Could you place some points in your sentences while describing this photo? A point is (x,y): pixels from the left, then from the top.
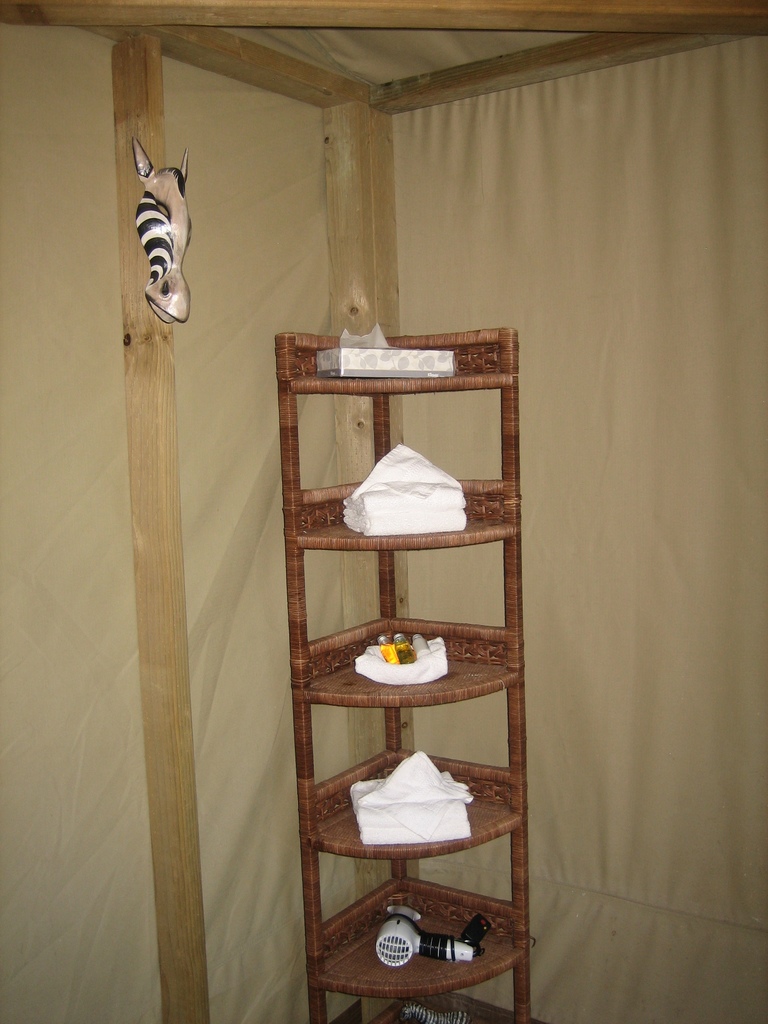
In this image we can see a box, tissue papers (414,454), bottles (415,638) and a hair dryer (441,942) which are placed in the racks (461,699). We can also see a decor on a wooden pole (174,639) and a curtain (211,497).
